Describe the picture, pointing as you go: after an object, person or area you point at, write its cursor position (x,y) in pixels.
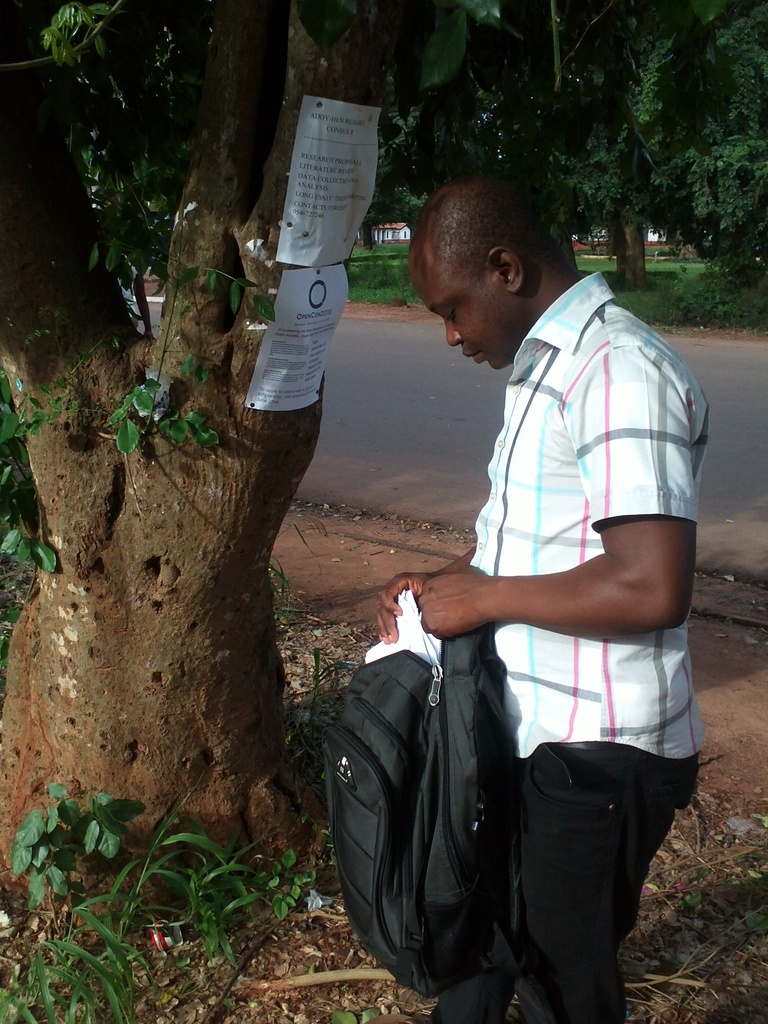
In this image I can see a man (502,301) is standing holding a bag (486,747). I can also see a tree (223,317) and two papers (306,244) on it.
